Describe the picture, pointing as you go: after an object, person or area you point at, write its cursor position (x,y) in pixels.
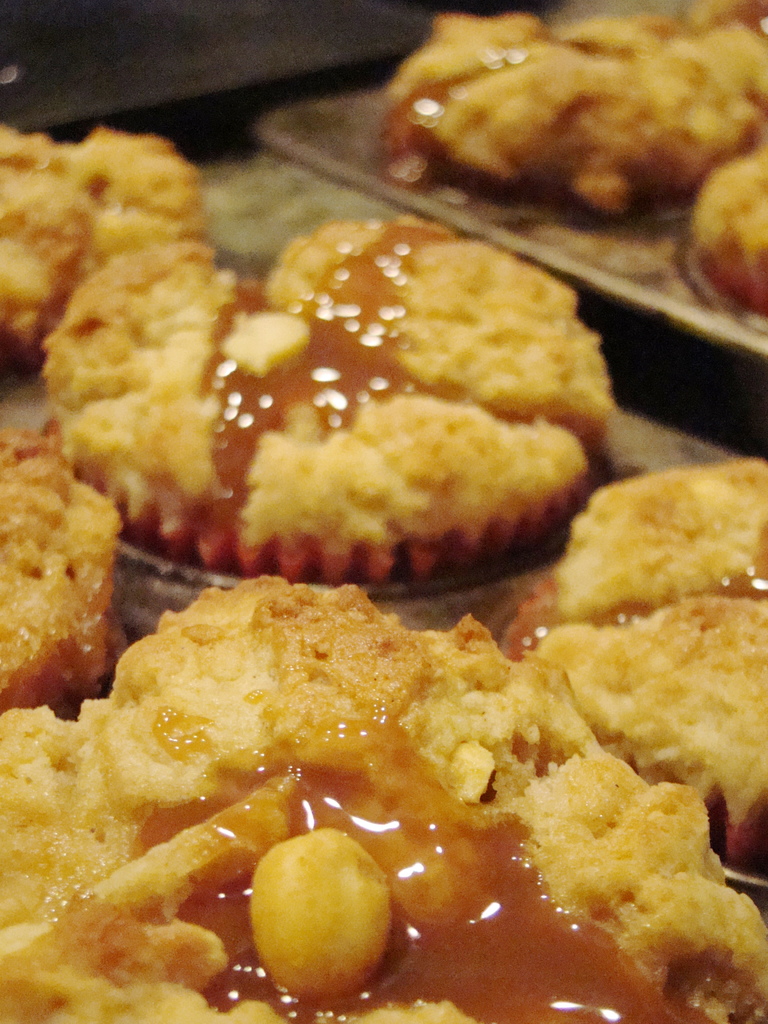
In this image I can see the food (297,587) and the food (255,634) is in brown and cream color and the food (471,697) is on the brown color object (673,465).
